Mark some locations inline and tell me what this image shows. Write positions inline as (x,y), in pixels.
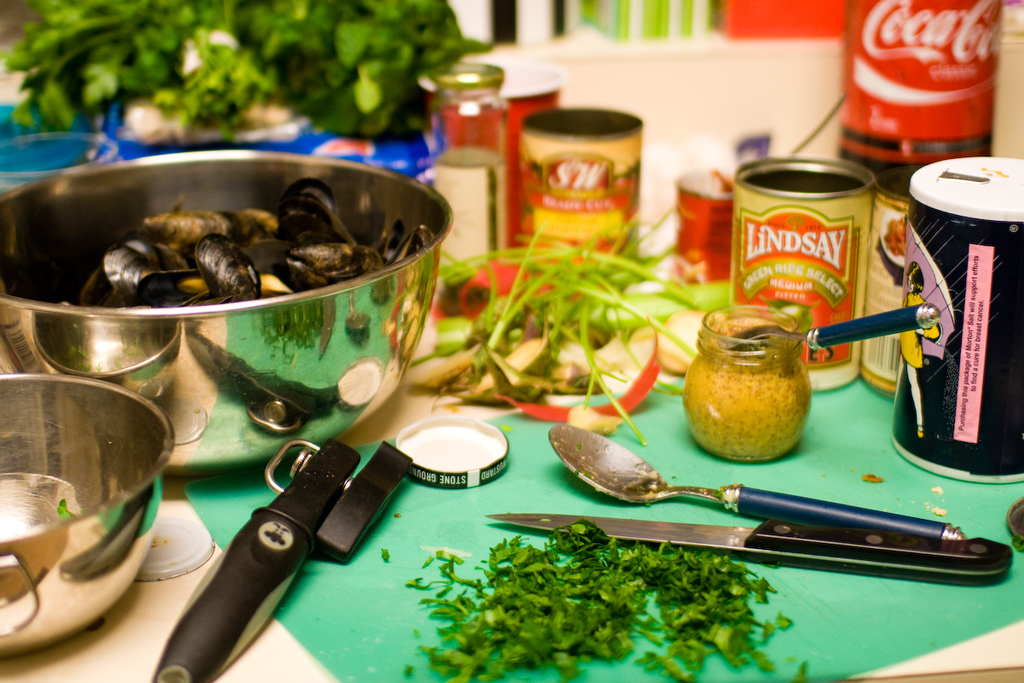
In this picture there are some coriander leaves (550,550) on the green chopping board (430,600). Beside there is a knife (703,540) and spoon (608,458) placed on the table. On the left side (264,324) there is a steel vessel (367,346), Behind we can see some steel cans (840,293) and leaf vegetables (257,83).
